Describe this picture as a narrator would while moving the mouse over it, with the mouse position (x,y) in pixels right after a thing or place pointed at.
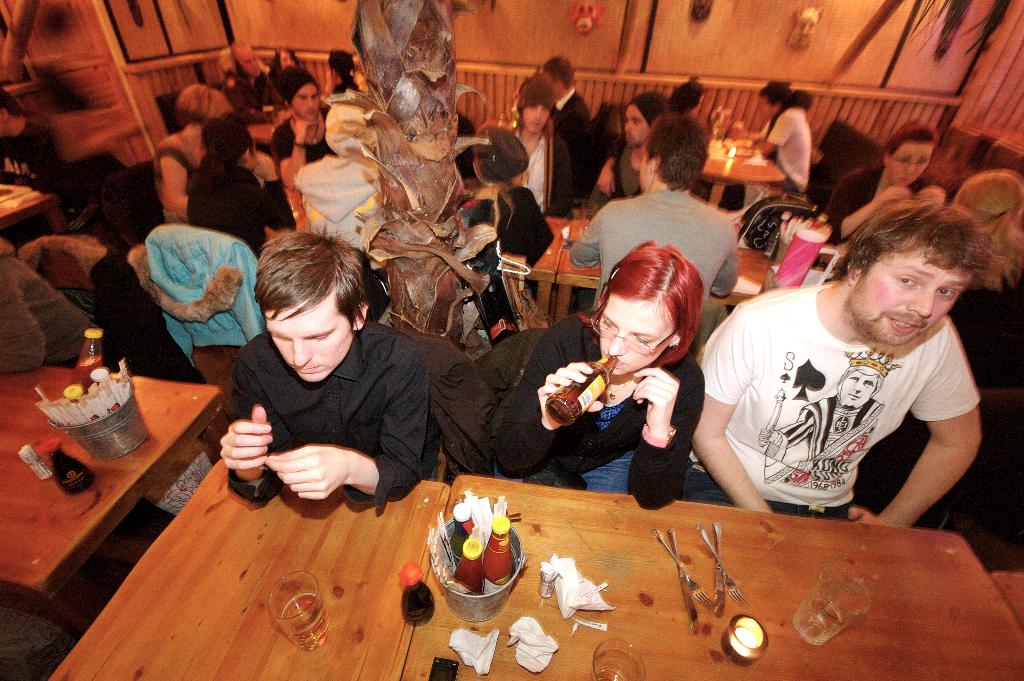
In this picture there are many people (395,381) those who are eating and drinking in the image there are tables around the image area for the people (347,174) to sit and there is a big tree (369,241) in the center of the image (427,253), there are forks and knives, glasses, and candles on the table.
